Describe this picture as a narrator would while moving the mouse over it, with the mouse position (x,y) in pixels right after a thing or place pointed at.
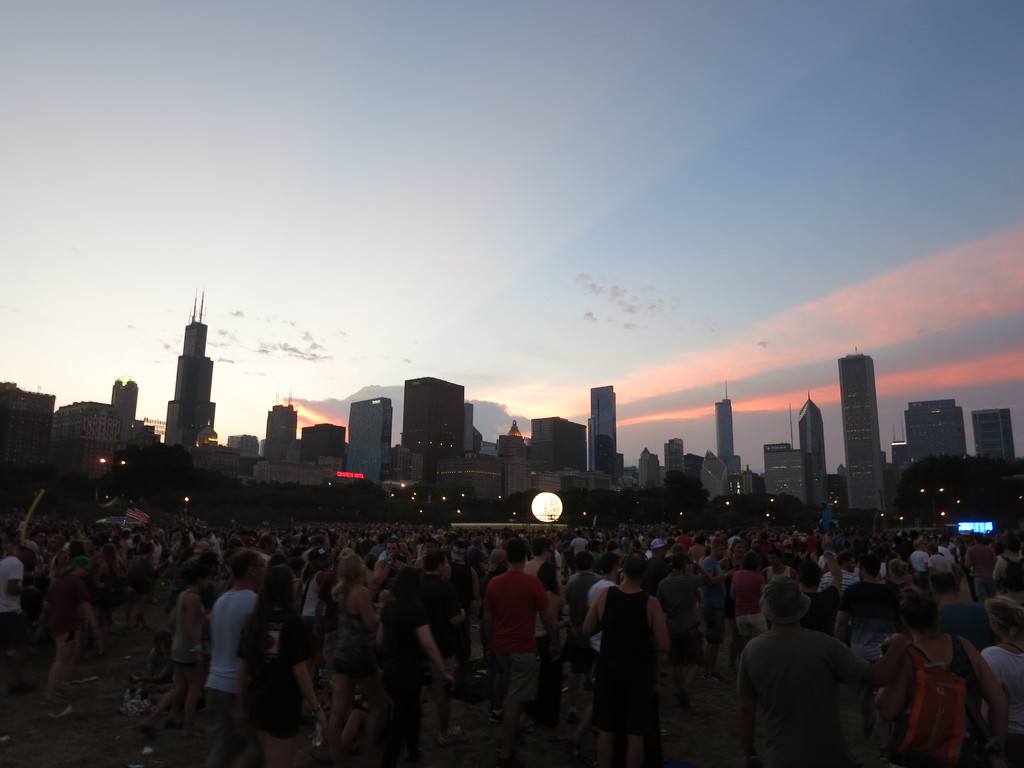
Here we can see crowd (787,632). In the background (459,509) there are lights (413,500), trees (910,516), screen (973,523), buildings (921,434), and sky (380,364) with clouds (497,426).
